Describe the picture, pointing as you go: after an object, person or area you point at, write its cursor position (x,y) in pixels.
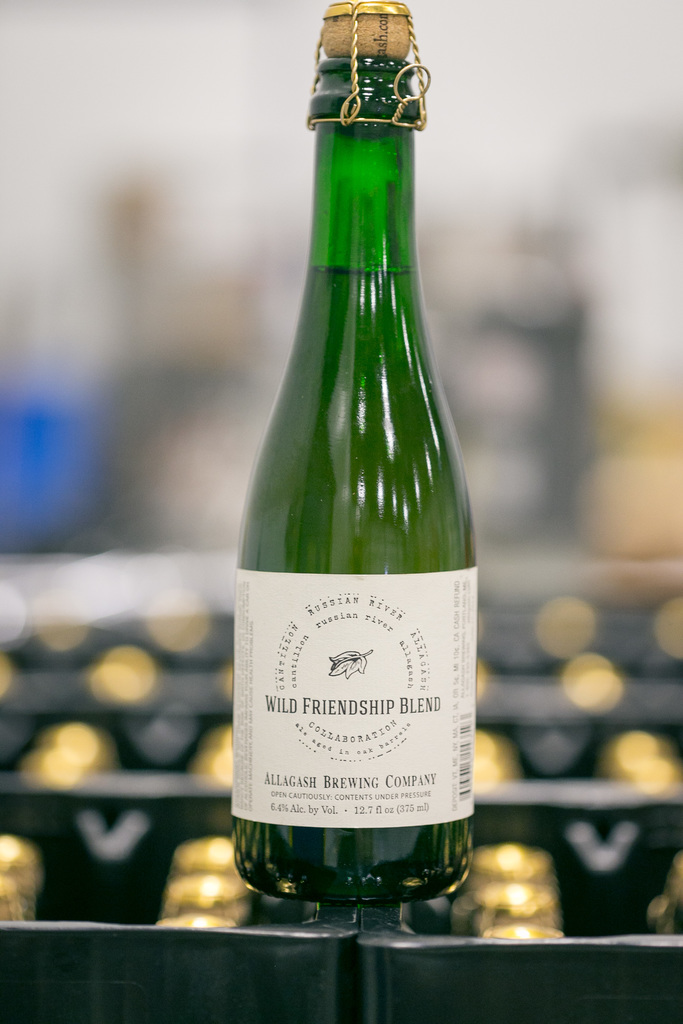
In the center of the image (250,667) there is a beverage (406,757) placed on the crates (364,955).
